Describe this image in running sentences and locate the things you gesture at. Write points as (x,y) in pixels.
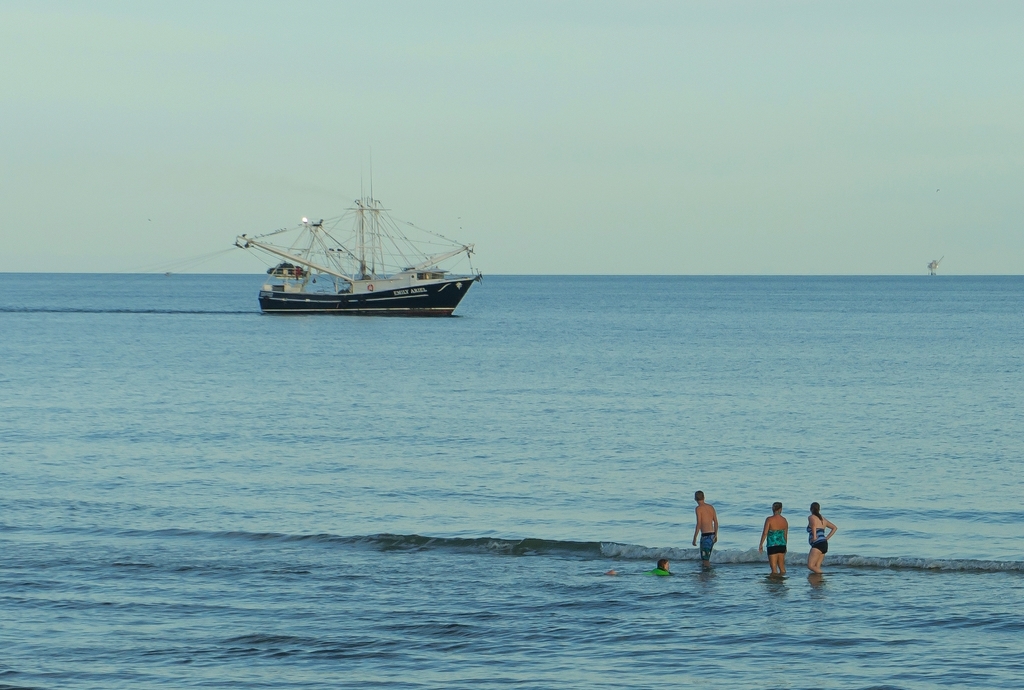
In this picture i see a boat (368,305) in the water (416,329) and i see people (773,568) standing and a human (667,561) swimming and a cloudy sky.
